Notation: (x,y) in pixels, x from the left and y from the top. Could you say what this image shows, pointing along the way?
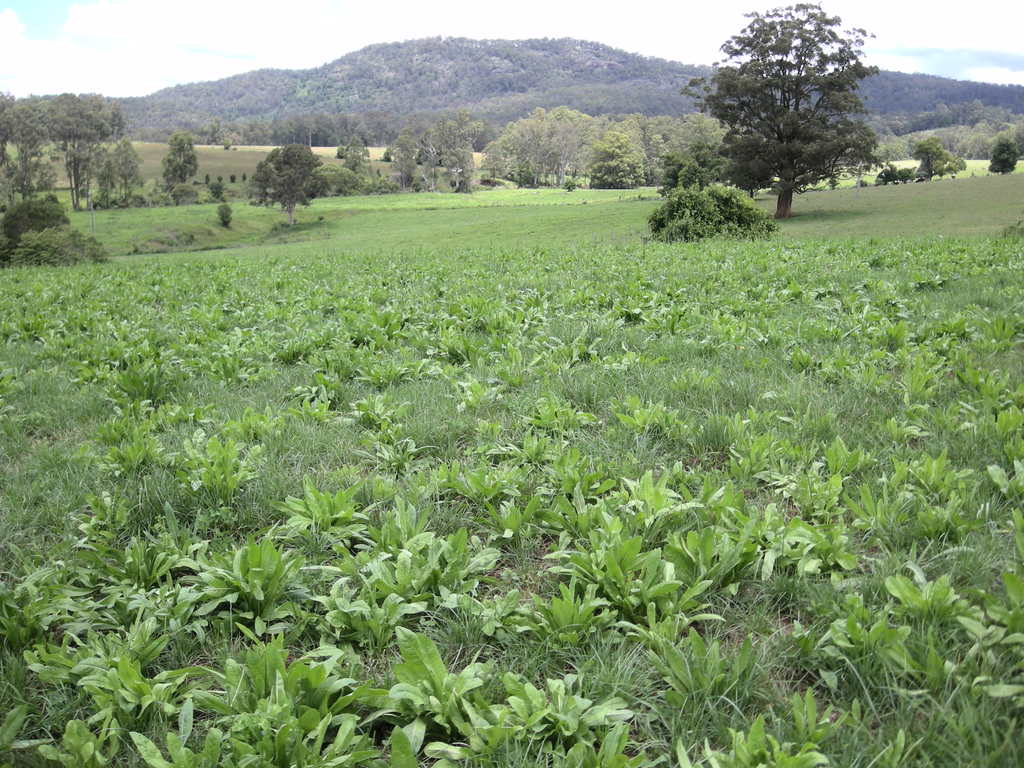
In the center of the image (471,262) we can see trees (365,159), grass (544,198), hills (516,99). At the bottom of the image (557,629) we can see some plants (515,523), ground (285,380). At the top of the image (210,80) clouds (187,68) are present in the sky (229,15).
